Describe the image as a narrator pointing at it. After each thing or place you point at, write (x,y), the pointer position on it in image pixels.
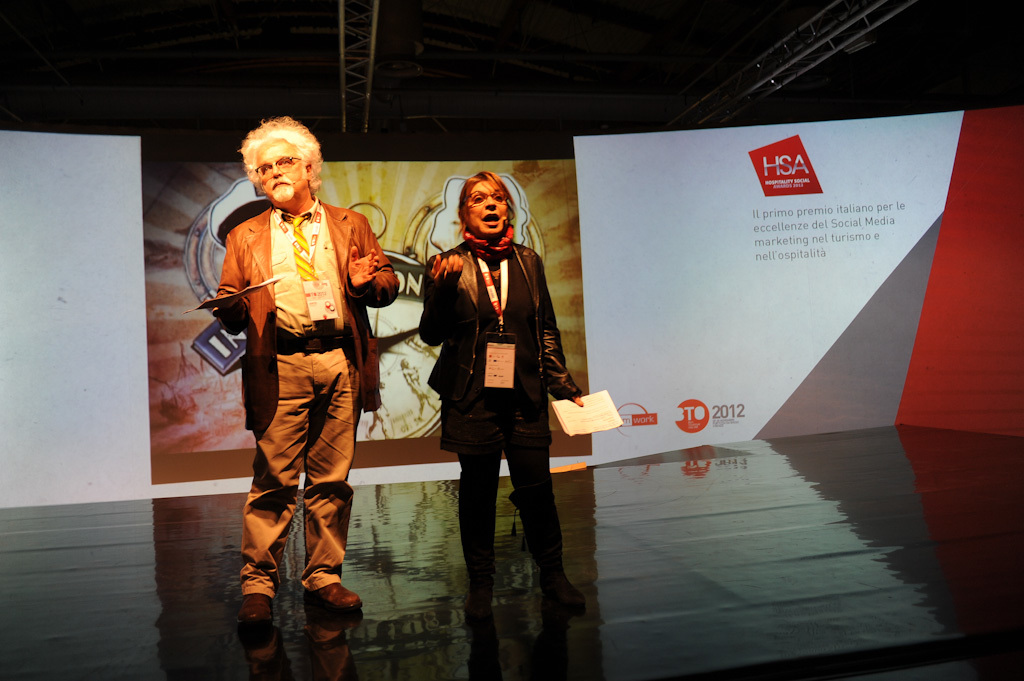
In this image we can see a man (334,407) and a lady (532,464) standing on the stage (621,586) and holding papers (595,422) in their hands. In the background (535,230) there are boards (442,232). At the top (553,127) there is a roof (480,43).
